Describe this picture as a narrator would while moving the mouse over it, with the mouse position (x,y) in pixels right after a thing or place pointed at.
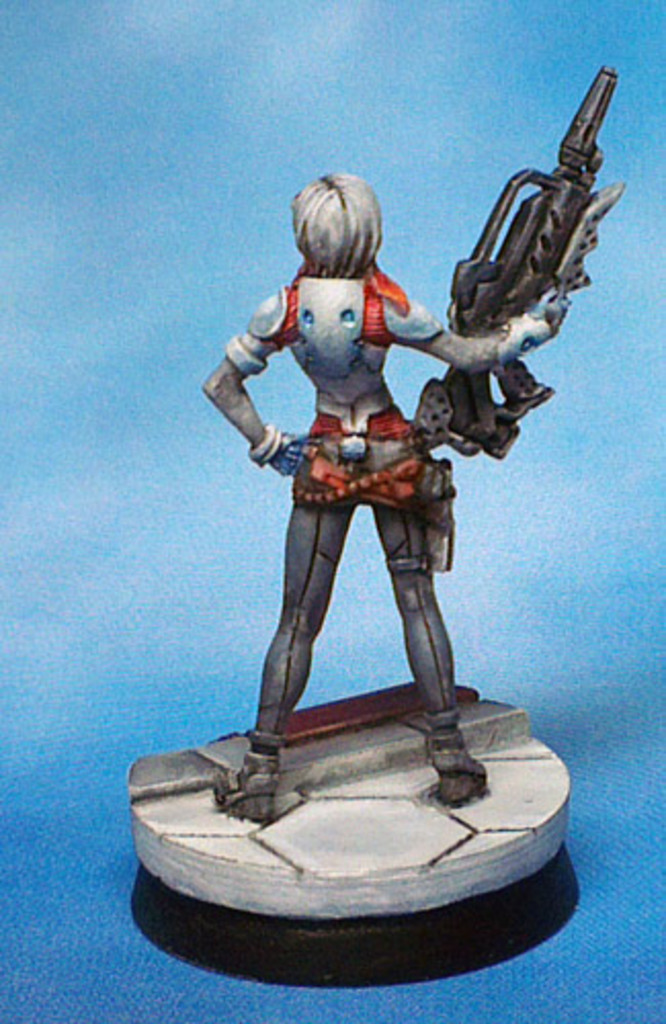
This is a painted figurine of a person (355,445) standing and holding a gun (522,303).
